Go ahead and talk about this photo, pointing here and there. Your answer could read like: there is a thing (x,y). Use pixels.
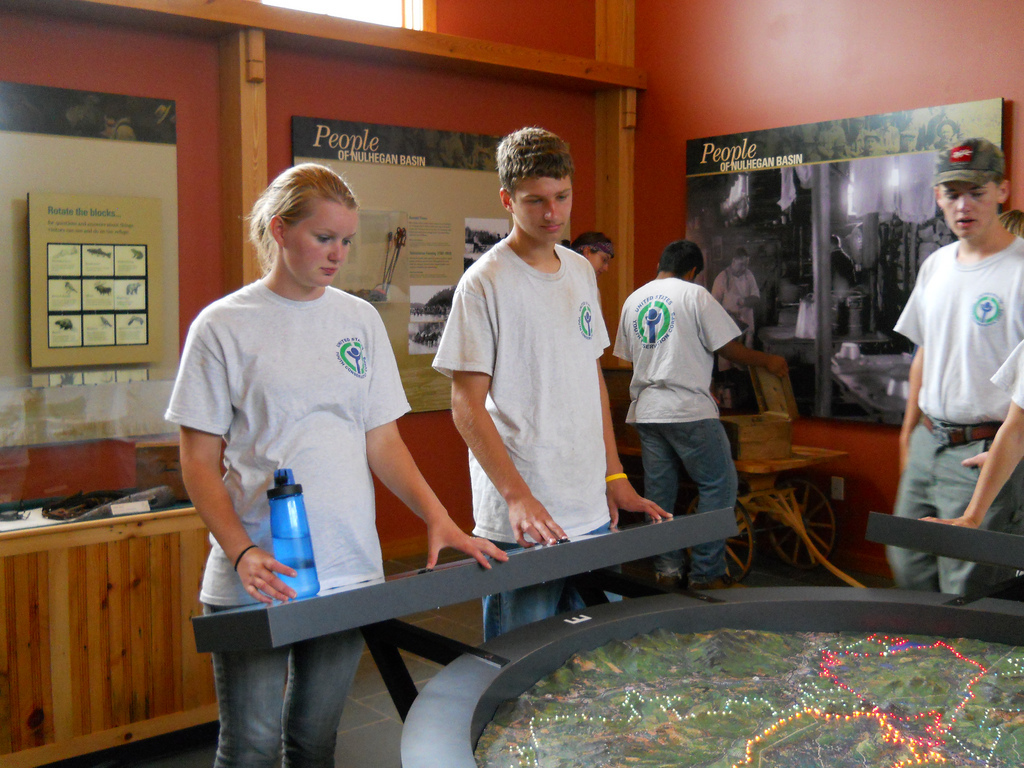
In this image I can see few people (986,384) are standing and I can see few of them are wearing white colour t shirt (527,415). I can also see one of them is wearing a cap (961,146). Here I can see a blue colour bottle (286,508) and in background (122,180) I can see few boards (492,148). On these boards (474,190) I can see something is written.
